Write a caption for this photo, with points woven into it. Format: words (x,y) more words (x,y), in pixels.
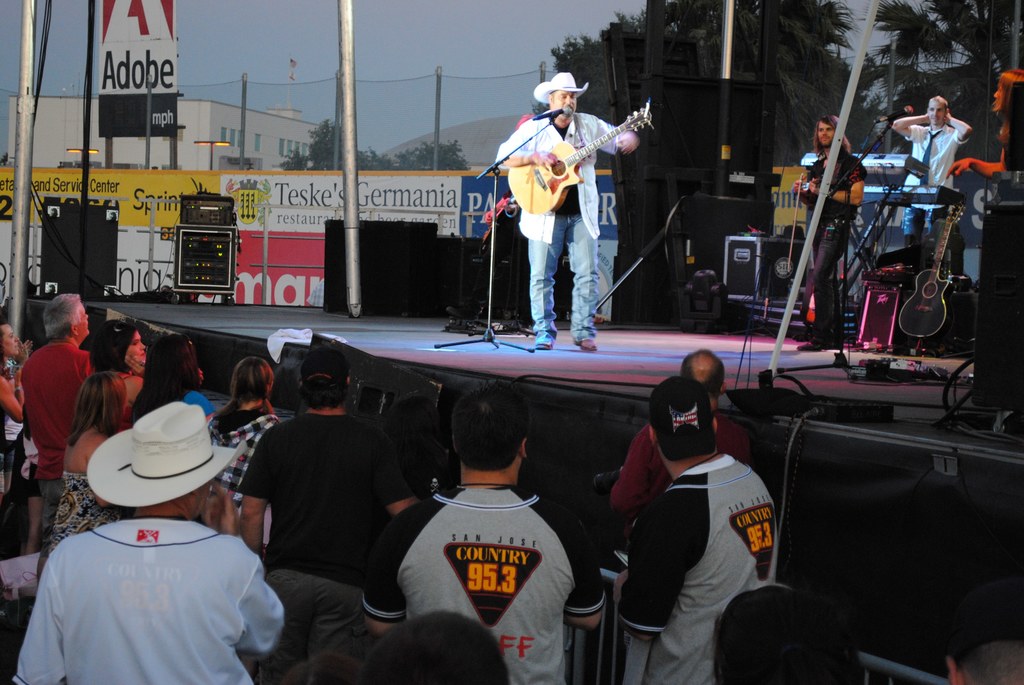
In this picture we can see three men (590,188) on stage (395,319) where one is holding guitar (537,184) in his hand (542,155) and playing it and singing on mic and other is standing at piano (893,186) and beside to them a woman (1008,87), speakers (987,235), boxes (726,278) on stage (436,334) and in front of them a group of people (423,415) standing and looking at them and in the background (386,115) we can see fence (398,129), banner (146,10), tree (879,75), sky (425,50), house (281,139) with windows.
